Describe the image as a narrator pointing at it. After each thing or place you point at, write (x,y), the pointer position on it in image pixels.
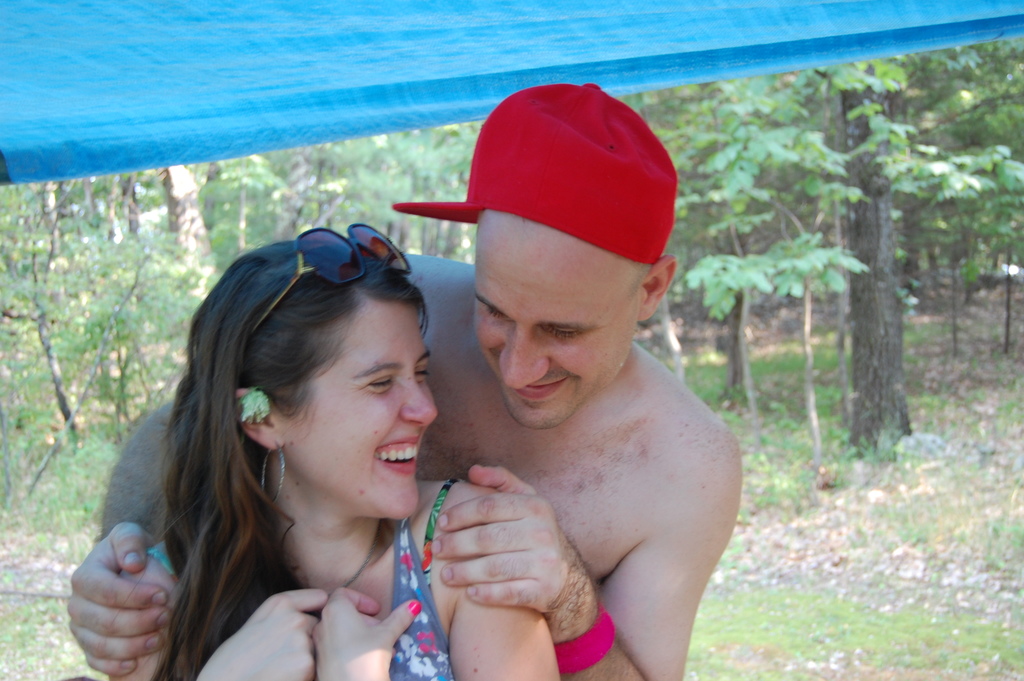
In this picture we can see a man (647,428) and a woman (406,428) smiling and in the background (203,222) we can see trees (194,237).
